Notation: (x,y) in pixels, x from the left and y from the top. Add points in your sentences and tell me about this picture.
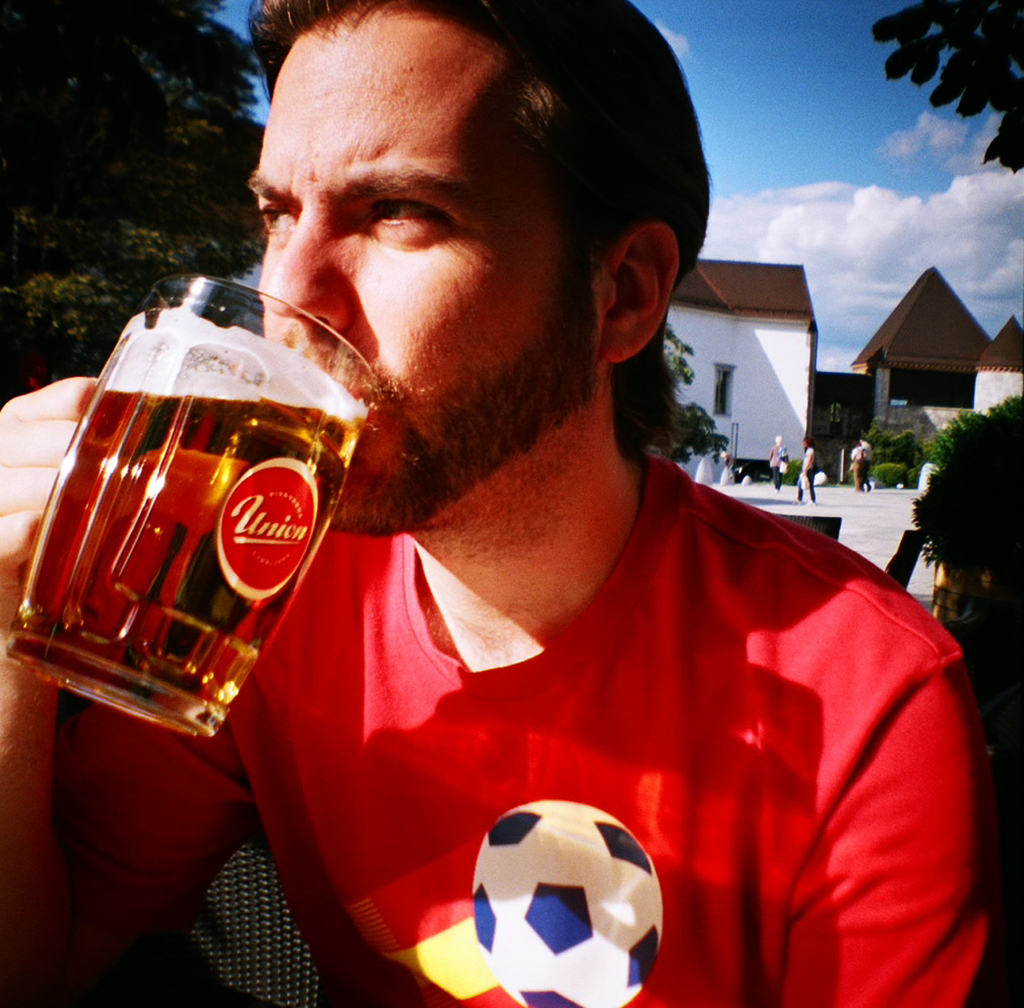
This image consists of a man (594,595) who is wearing red color shirt (653,665) and he is holding a glass (92,473) in his hand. He is drinking. On the left side (208,188) and right side (974,54) there are trees (961,47). Behind him there are buildings (797,294) and on the top (798,182) there is Sky (855,218).
